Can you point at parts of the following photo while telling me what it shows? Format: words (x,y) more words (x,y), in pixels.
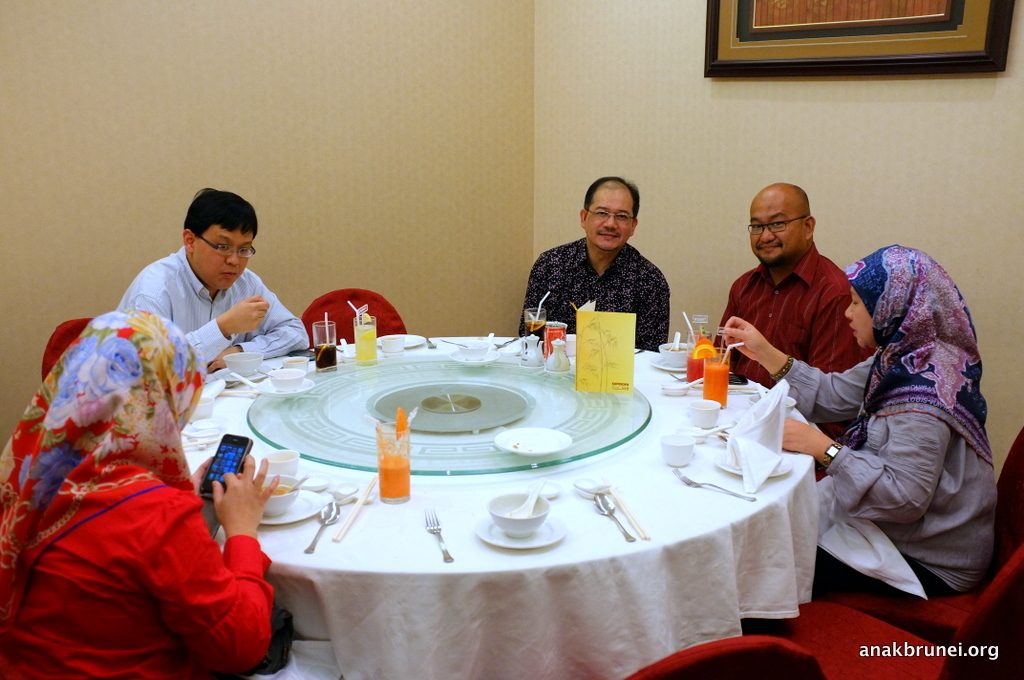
This picture shows a group of people (109,664) seated on the chairs (75,329) and a woman (251,521) using her mobile (238,436) and we see few plates (490,539), bowls (700,410) and glasses (391,492) on the table (325,373).
